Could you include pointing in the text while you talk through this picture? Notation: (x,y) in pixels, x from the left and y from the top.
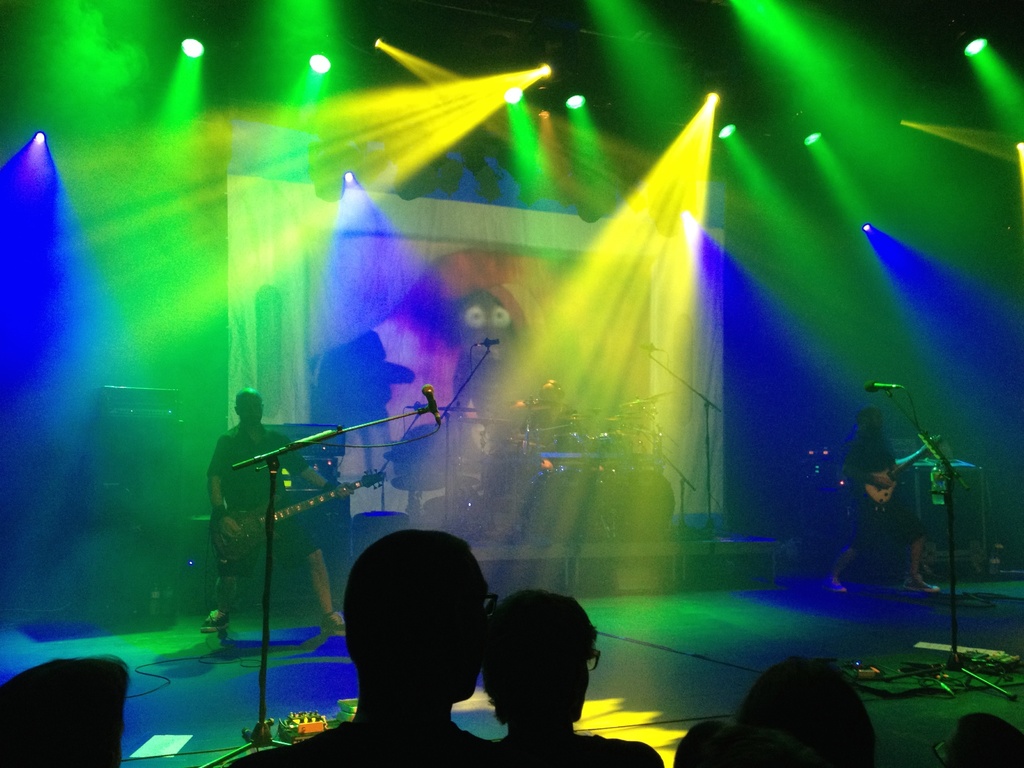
In this image in front (16,708) there are few people (533,678). At the center of the image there are two people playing a guitar (217,522). In front of them there are two mikes (953,573). On the backside (811,497) there is a speaker (137,532) and we can see a person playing musical instruments (543,431). Behind him there is a banner (475,267). On top of the roof (485,43) there are lights (468,95).
